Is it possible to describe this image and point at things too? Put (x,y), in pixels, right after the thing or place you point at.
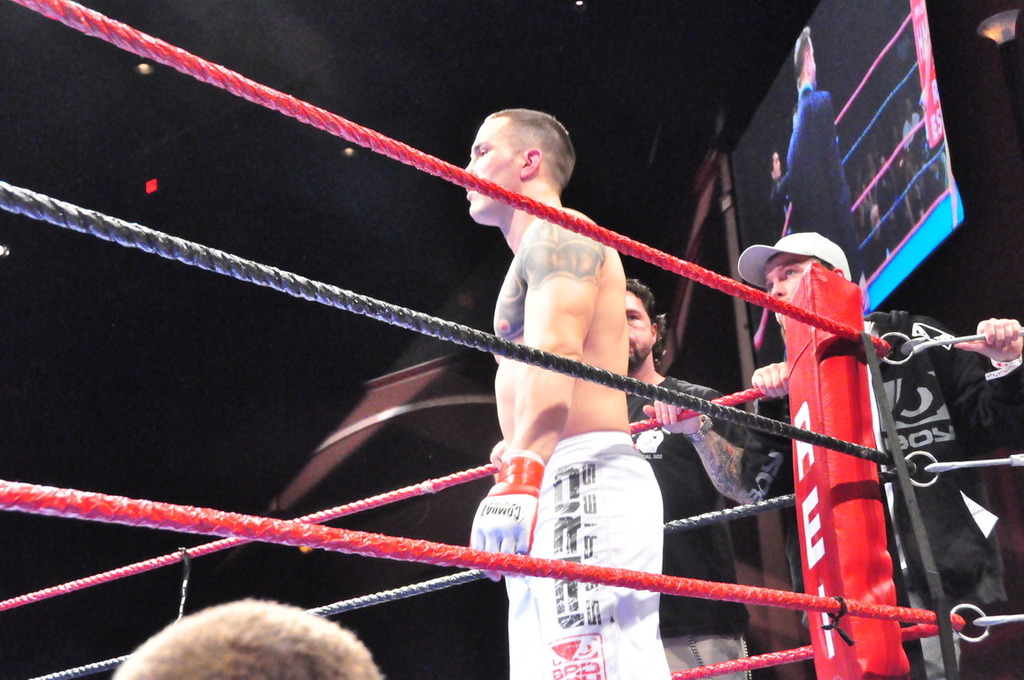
In the middle of the picture (503,359), we see a man (501,469) in white pant (632,525) is standing. I think he is wrestling. Behind him, we see two men (715,428) are standing. In the right top of the picture (907,110), we see a screen (769,202) on which we can see a man (814,85) in black shirt (830,138) is standing. In the background (270,173), it is black in color.
